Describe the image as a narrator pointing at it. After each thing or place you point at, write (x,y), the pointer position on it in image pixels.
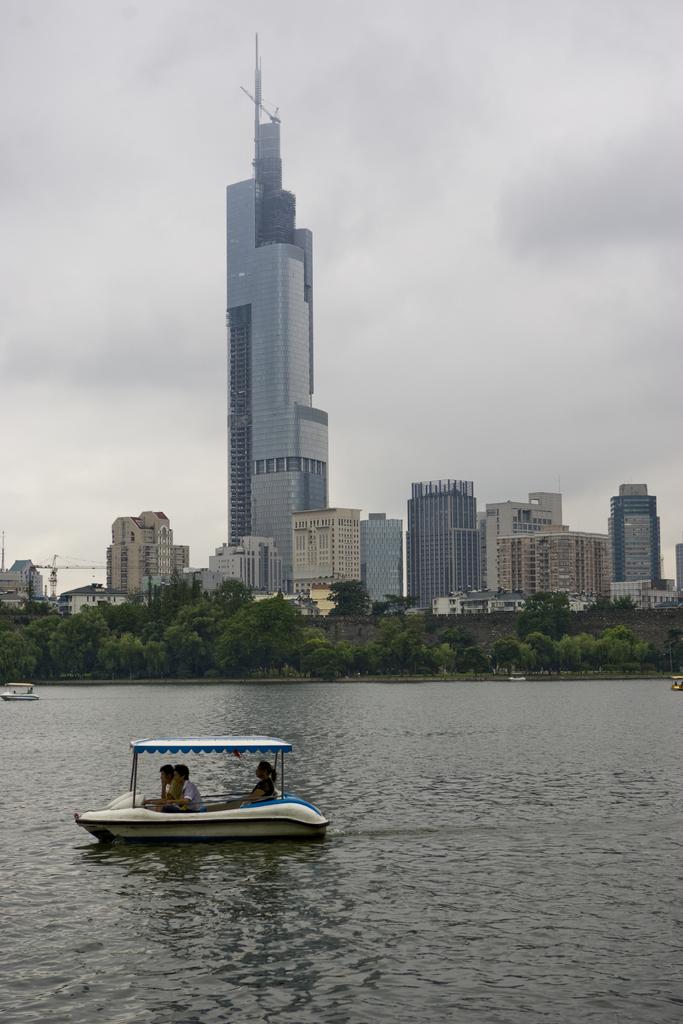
In this image we can see some people (187,808) sitting in a boat (279,822) and we can also see buildings (276,495), plants (96,641), water (591,803) and sky (323,305).
